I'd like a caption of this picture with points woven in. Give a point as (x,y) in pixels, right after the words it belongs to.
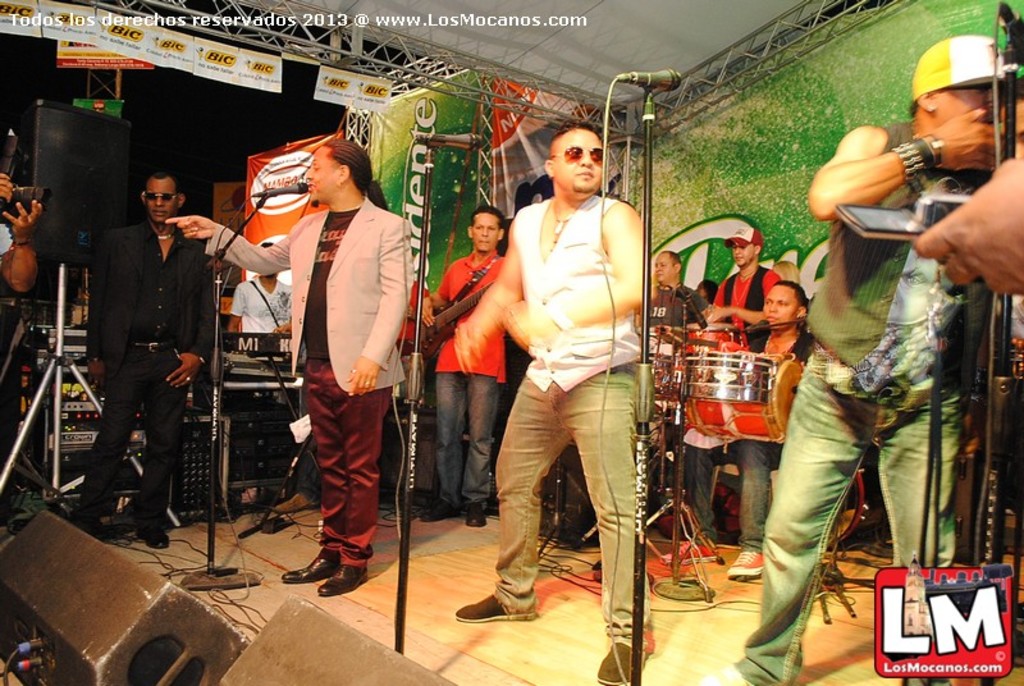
In this image In the middle (344,398) there is a man (359,300) he wears t shirt (319,269), suit (353,308), trouser (336,479) and shoes (316,567). he is singing. On the right (868,273) there is a man (838,322) he wears t shirt (883,328), trouser (830,422) and cap (965,75) he is speaking some thing. On the left (131,378) there is a man (182,332) he wear shirt (153,277) and trouser (149,385) he is standing. In the background (721,483) there are some people (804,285), drums (714,414), keyboard (263,359) and some musical instruments (283,438).
